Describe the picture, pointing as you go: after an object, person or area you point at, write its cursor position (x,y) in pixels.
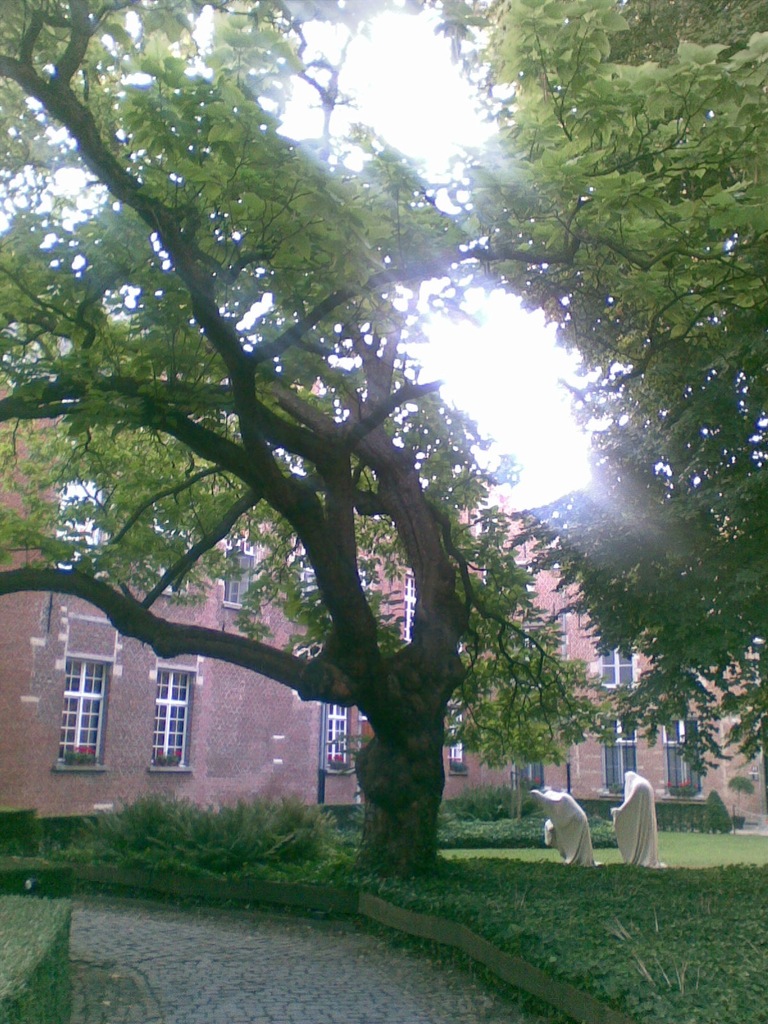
In this picture there is huge tree (380,646) in the middle of the garden (360,884). Behind there is a brown color brick building (202,737) with white color glass windows (172,714).
